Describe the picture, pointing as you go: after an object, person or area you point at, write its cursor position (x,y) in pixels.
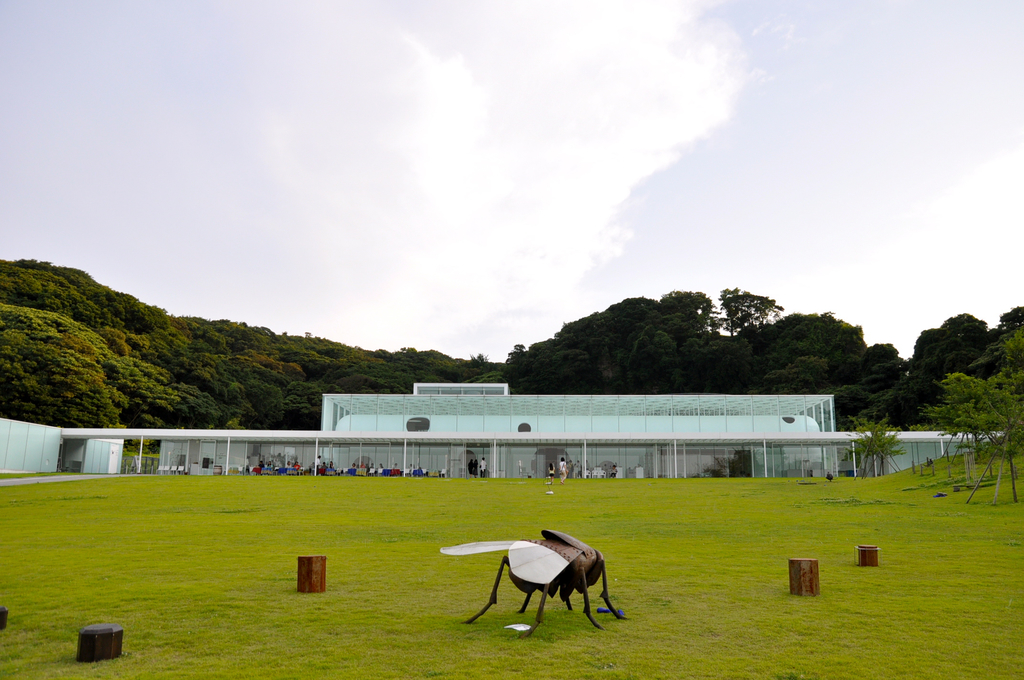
At the bottom of the picture (322,615), we see the grass (670,642) and small poles (802,567). In the middle of the picture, we see something in brown color which looks like an insect (533,588). In the background (295,448), we see a building (494,429) and many people (363,467) are sitting on the chairs (342,470). There are trees (359,375) in the background (84,361). At the top of the picture (375,136), we see the sky (243,175).
